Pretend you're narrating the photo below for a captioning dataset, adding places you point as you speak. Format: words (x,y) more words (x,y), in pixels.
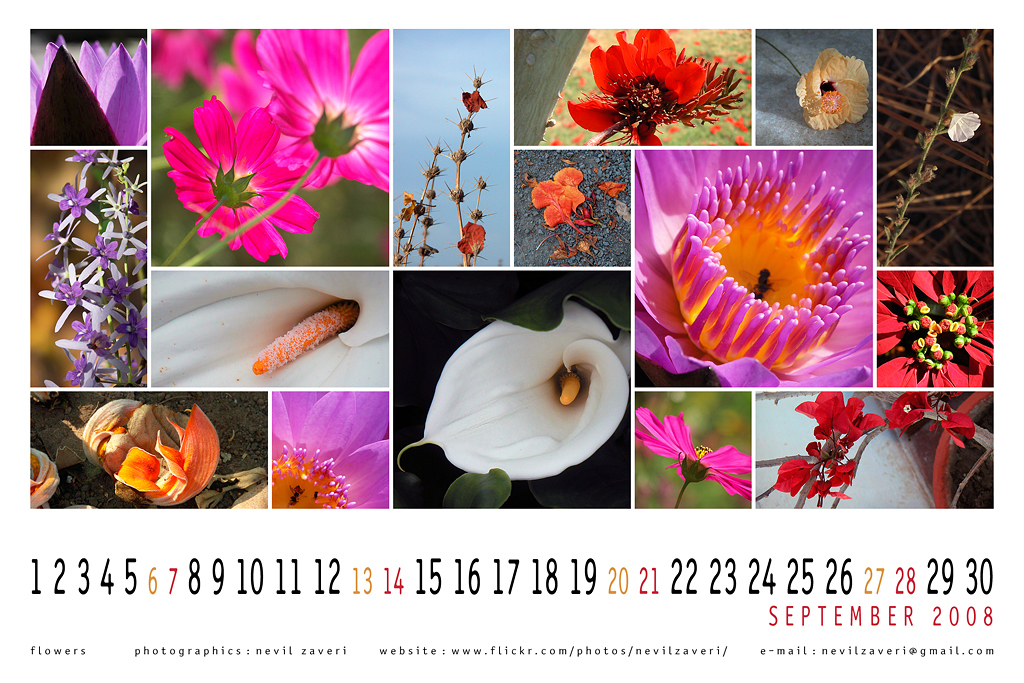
This image consists of a poster (273,508) in which there are different types of flowers (222,320) in different color. At the bottom (419,607), there is a calendar (182,576).
